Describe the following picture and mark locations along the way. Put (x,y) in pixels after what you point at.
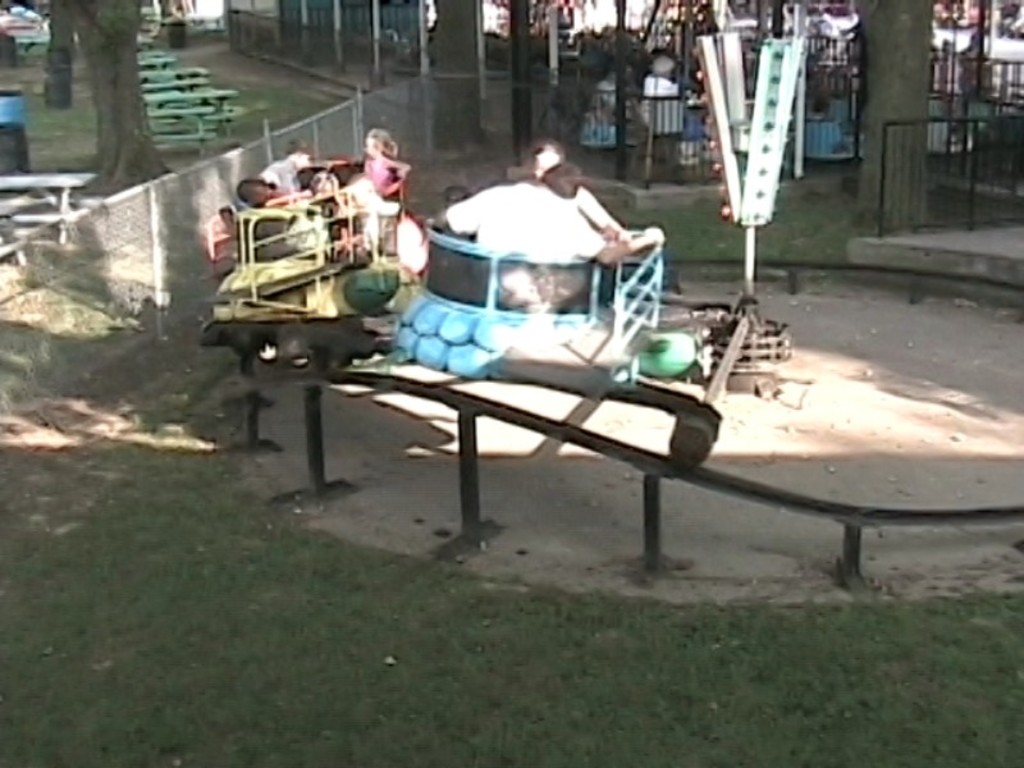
In the image there is an amusement ride (385,238). And there are few people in it. Behind them there is fencing (1003,140). In the background (810,111) there are tree trunks (116,95) and also there are some other things (522,27) in the background (385,51).
